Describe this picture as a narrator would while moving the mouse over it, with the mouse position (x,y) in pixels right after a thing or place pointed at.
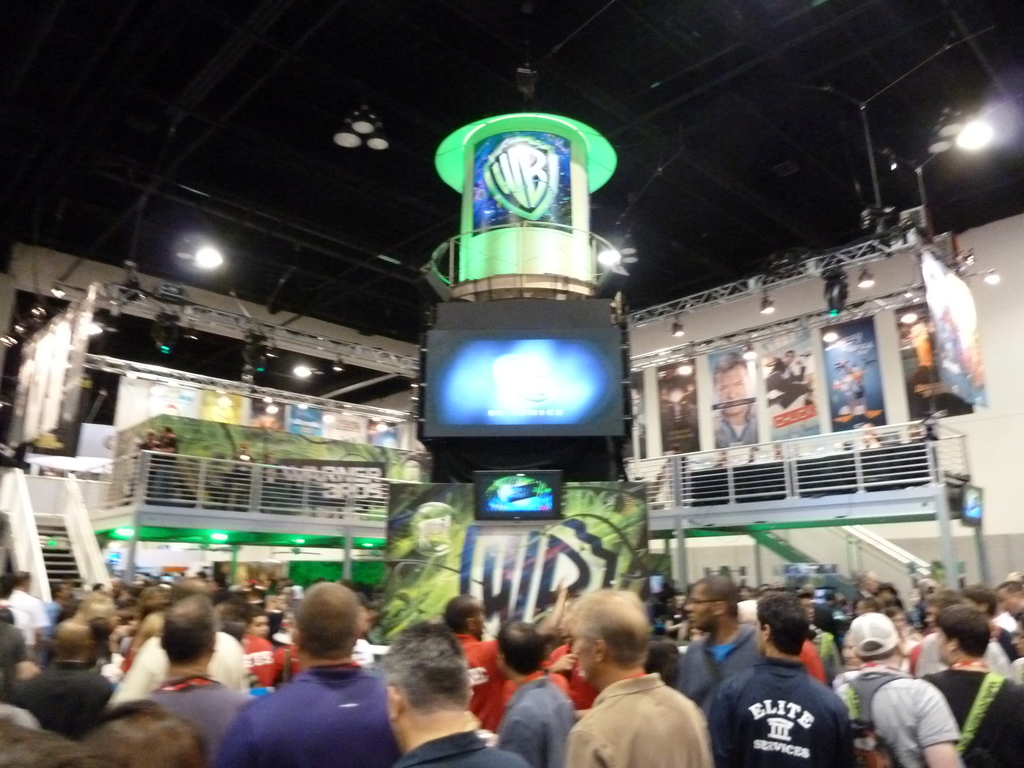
In this image at the bottom (431,714) there are group of people (474,687), and in the center of the image (520,496) there are some boards (445,486), lights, railing (659,471), screen (489,429) and some objects (499,238). And at the top of the image (680,118) there is ceiling (716,114) and some poles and lights (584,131).
